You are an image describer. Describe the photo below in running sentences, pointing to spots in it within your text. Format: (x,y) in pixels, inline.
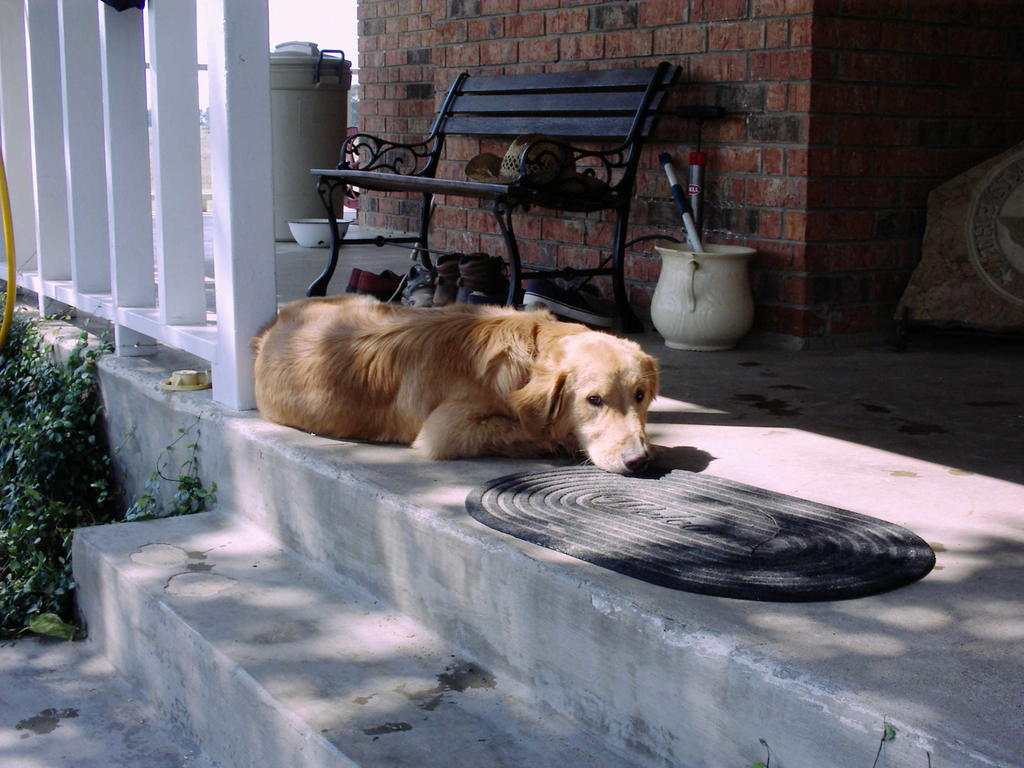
In this image I can see a dog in brown color, few plants (86,491) in green color. Background (733,305) I can see a bench (606,103) in black color, a pot (663,283) in cream color, wall (415,54) in brown color and the sky (322,33) is in white color.
